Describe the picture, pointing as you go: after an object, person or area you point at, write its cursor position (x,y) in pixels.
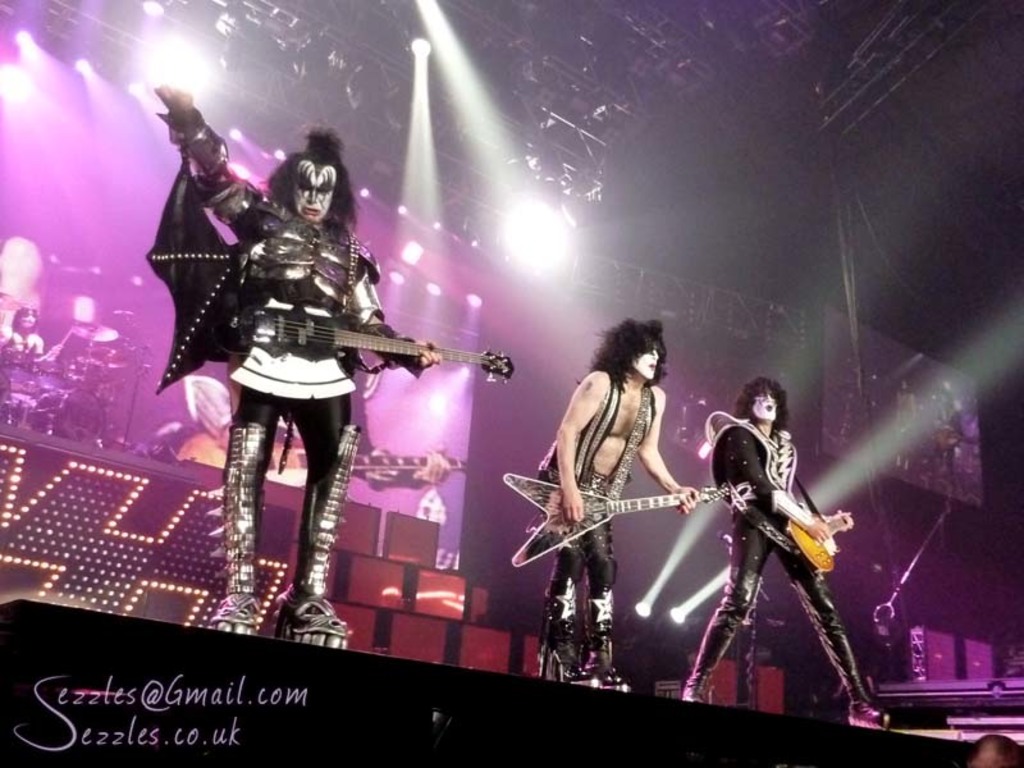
This 3 persons (565,488) are standing and playing a guitar (588,514). Far there are focusing lights (430,29). On a banner (127,353) there are musical instruments (86,354).
